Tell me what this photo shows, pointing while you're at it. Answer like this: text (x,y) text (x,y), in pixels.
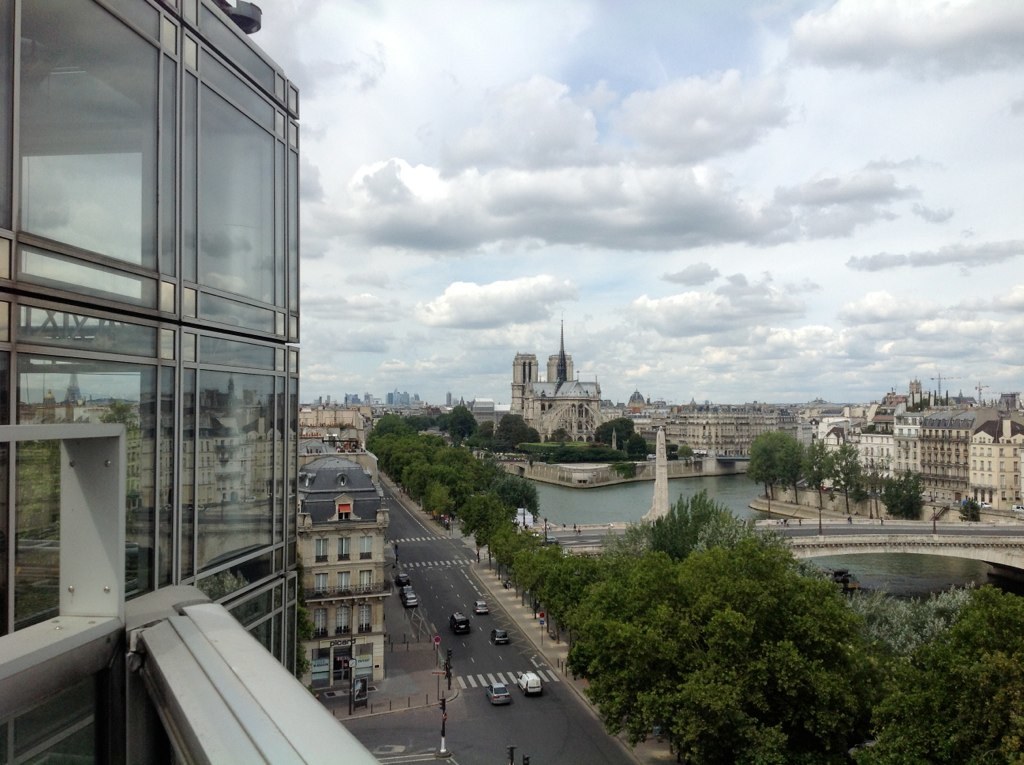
We can see vehicles (402,584) on the road (499,679) and pole (510,758) and we can see trees (775,737). Background (358,346) we can see water (896,562), buildings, bridge (960,540) and sky (689,179) with clouds (569,214).
